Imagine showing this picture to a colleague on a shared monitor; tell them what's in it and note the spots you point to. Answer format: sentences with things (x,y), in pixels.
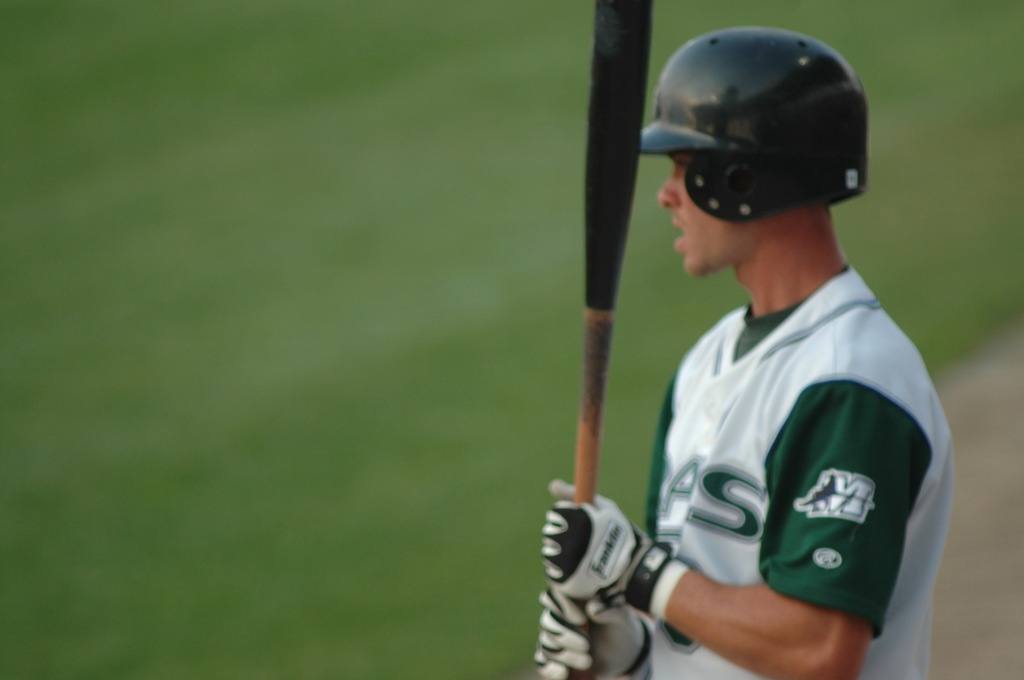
In this image there is a man (778,400) he is wearing, black color helmet (741,136), white and green color T-shirt (814,392) holding a bat (596,218) in his hands (552,531).
